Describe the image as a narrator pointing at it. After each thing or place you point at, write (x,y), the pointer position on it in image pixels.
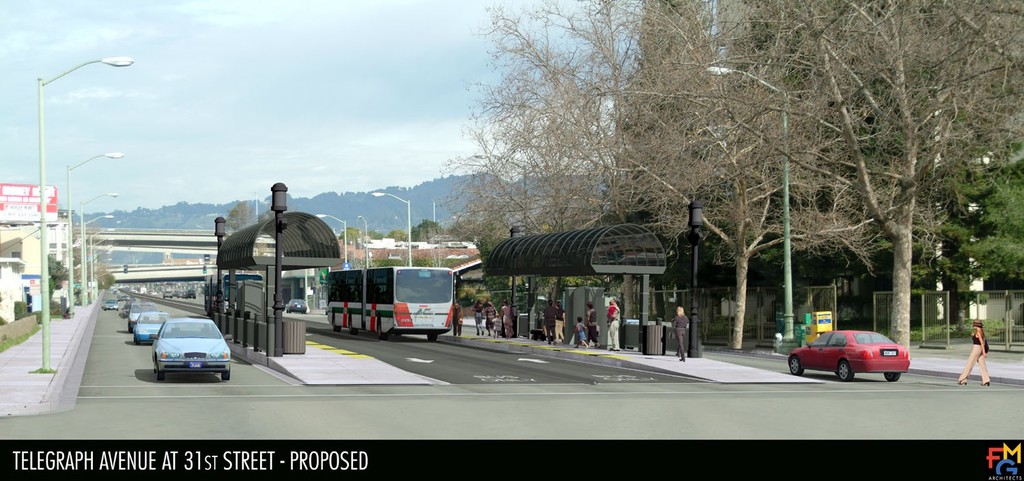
In this picture we can see a group of people (581,329) are walking on the path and on the left side of the people (594,327) there are some vehicles (176,327) on the road (116,339) and on the path (37,361) there are poles (42,146) with lights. Behind the vehicles (302,307) there is a bridge (123,249), hoarding (50,206), trees (700,157), buildings (27,241) and a cloudy sky (6,83).
